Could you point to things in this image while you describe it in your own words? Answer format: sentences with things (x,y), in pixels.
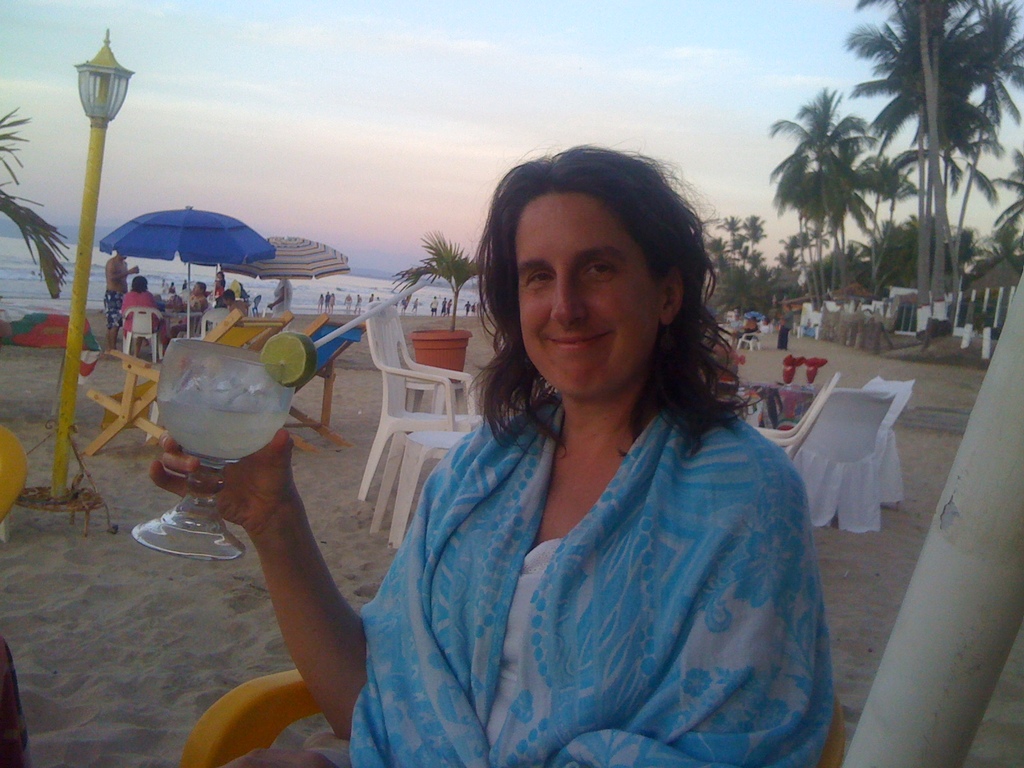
In this image we can see a person (440,475) holding a glass (212,393) with drink (212,393), straw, and a lemon slice (269,368). Here we can see poles (899,757), light (115,96), chairs (839,746), plants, umbrellas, trees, and people (146,306). In the background (43,198) we can see water (214,272) and sky (1001,189).
